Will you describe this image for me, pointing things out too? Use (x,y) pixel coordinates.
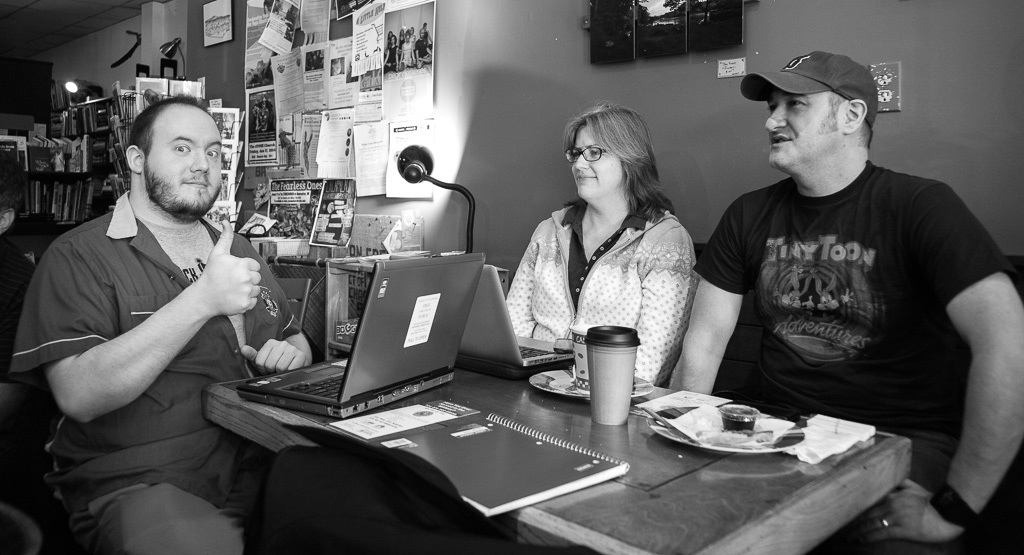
In the picture we can see three people (600,256) sitting on the chairs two are men (211,169) and one is women (551,266). One man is wearing a cap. In background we can find wall (445,220) and stick papers (298,164) and light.
